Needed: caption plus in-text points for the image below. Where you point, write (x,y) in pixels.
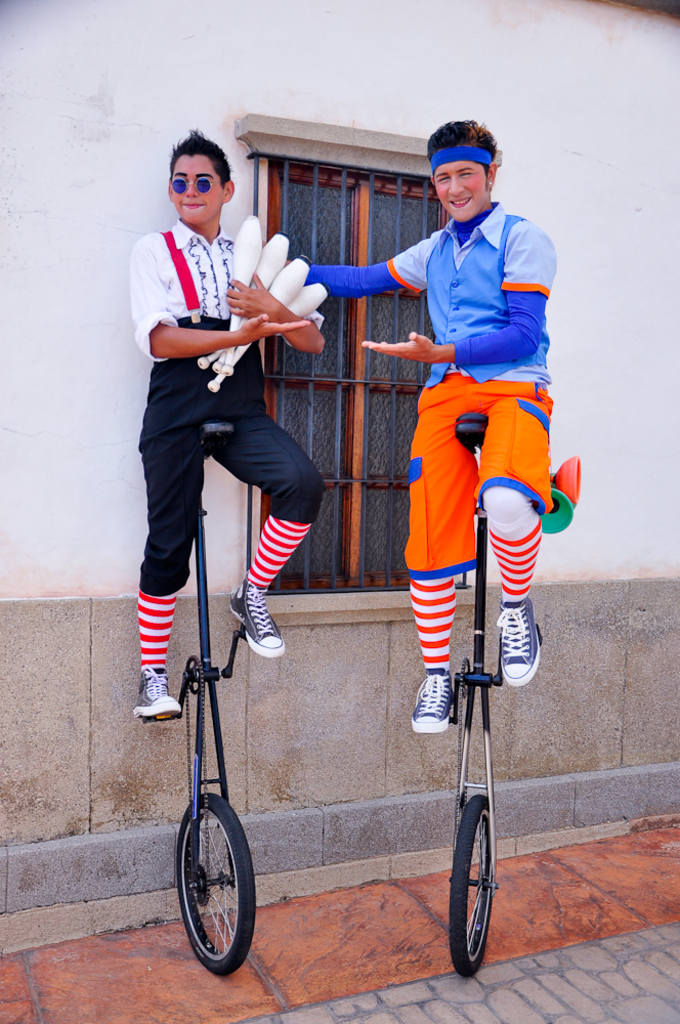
In the image there are two boys (275,464) sitting on unicycles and the first boy (208,274) is holding some objects (270,261) with his both hands (256,281), behind them there is a wall (371,666) and in between the wall (337,653) there is a window (409,233).
